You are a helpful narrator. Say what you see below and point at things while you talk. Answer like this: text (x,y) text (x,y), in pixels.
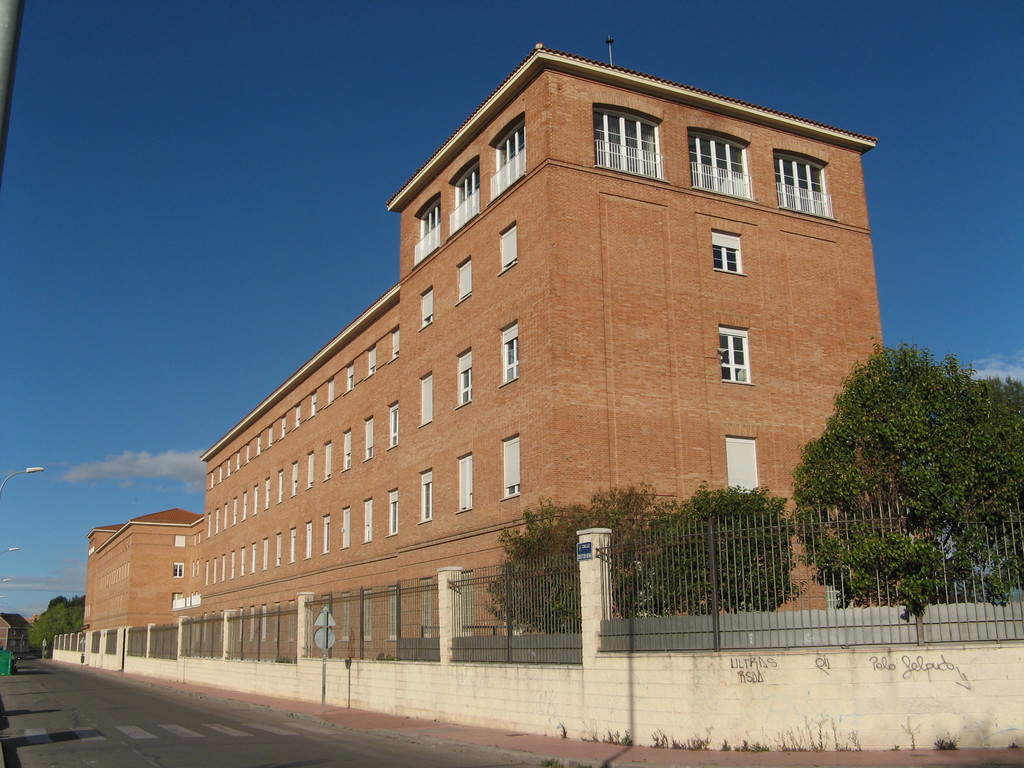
In this image we can see some buildings (476,492) with windows (464,487), roof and a fence (515,575). We can also see some trees (50,638) and a sign board (328,628) to a pole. On the left side (280,760) we can see the road (296,753), a house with a roof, streetlights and the sky (174,415) which looks cloudy.
